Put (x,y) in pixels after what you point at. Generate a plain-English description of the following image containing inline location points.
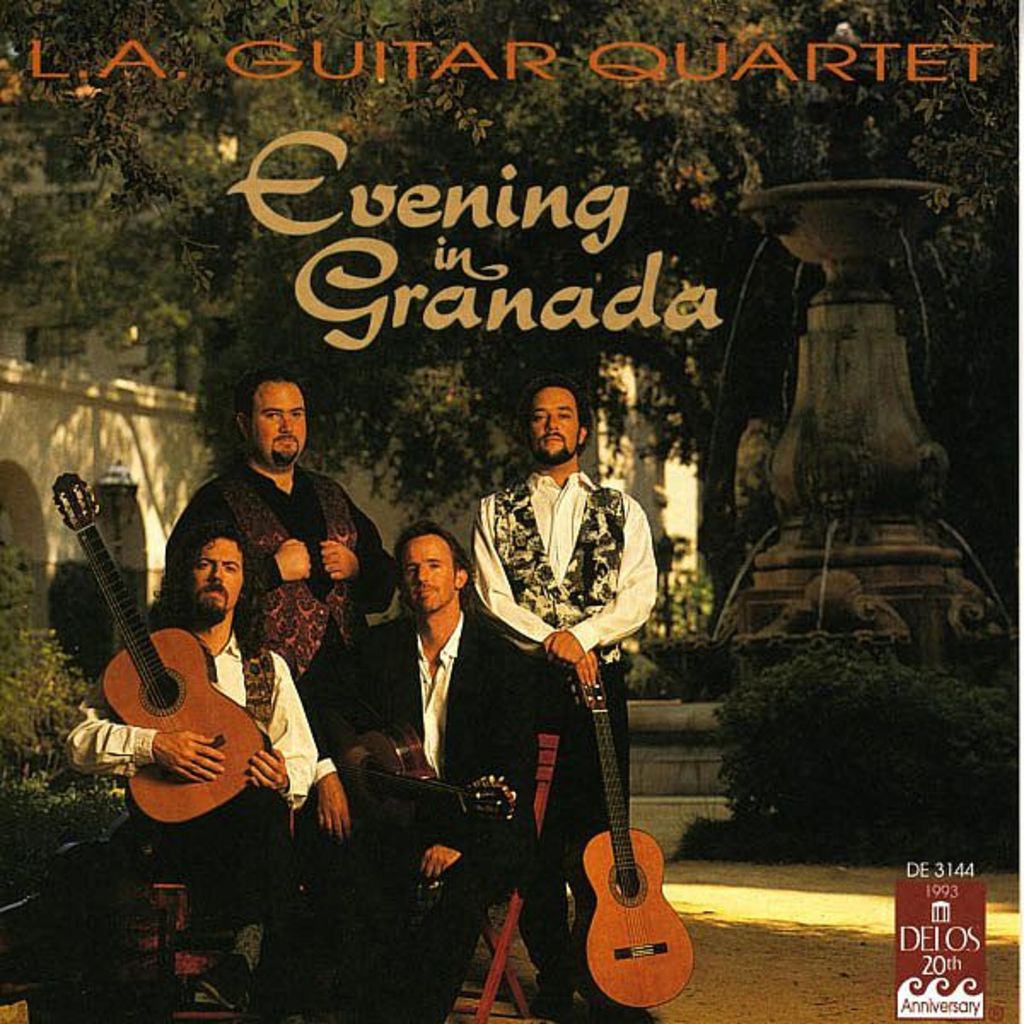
This are 4 musicians (173,743) giving stills. This 2 persons (328,690) are sitting on a chair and holds a guitar (397,758). This are trees (706,123). This is a statue (809,226). These are plants (934,682). Far there is a building (105,430).
